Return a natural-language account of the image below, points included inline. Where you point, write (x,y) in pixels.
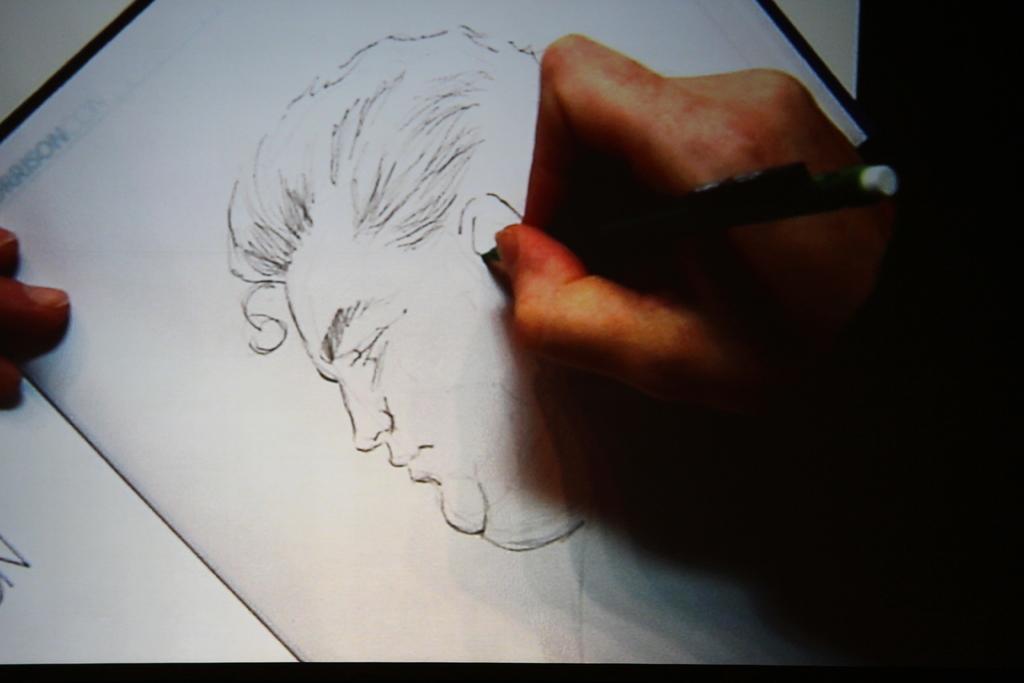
In this image we can see a person's hand (664,364) holding a pen/pencil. Here we can see the book (164,56) on which we can see the art (335,104) of a person face (385,388) on the white paper (366,357). Here we can see some edited text (41,155) with blue color.
